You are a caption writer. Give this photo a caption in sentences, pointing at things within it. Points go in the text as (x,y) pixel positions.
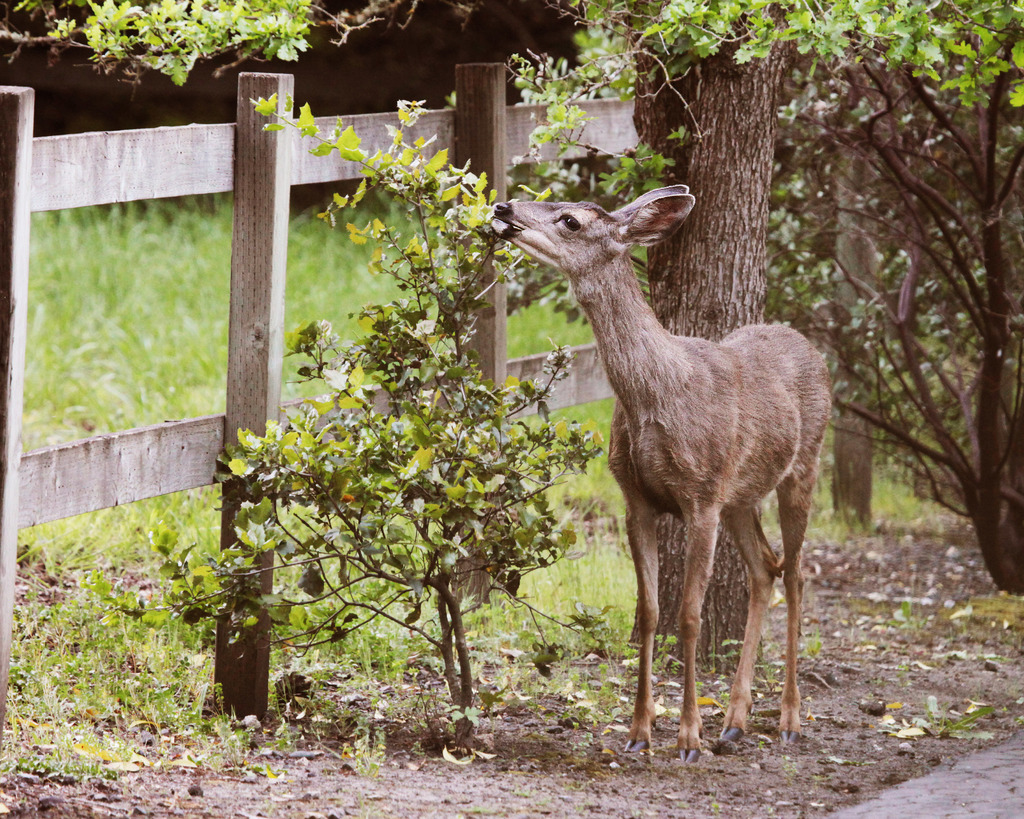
This image consists of a deer (745,489). At the bottom (599,723), there is ground (404,739). On the left (50,475), there is a fencing (503,335) made up of wood (283,205). And we can see the plants (432,287) and green grass (325,284) on the ground (774,794).
